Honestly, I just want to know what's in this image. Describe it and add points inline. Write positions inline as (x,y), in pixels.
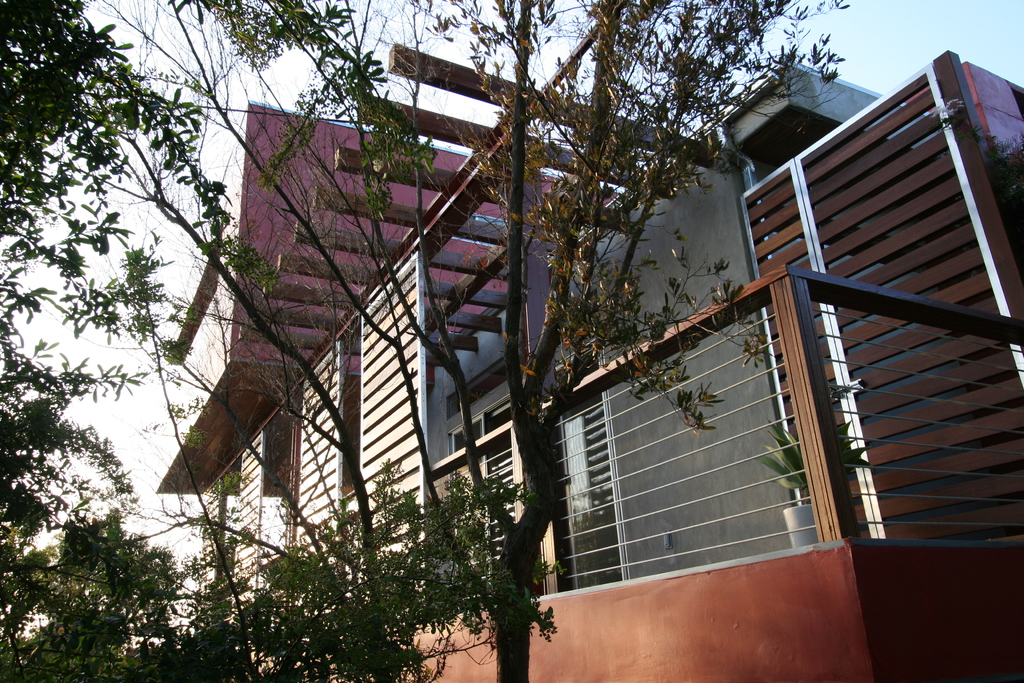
In this picture we can see a building (610,634) and a houseplant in this building (633,674). We can see a few trees (401,674) on the left side (20,601).
